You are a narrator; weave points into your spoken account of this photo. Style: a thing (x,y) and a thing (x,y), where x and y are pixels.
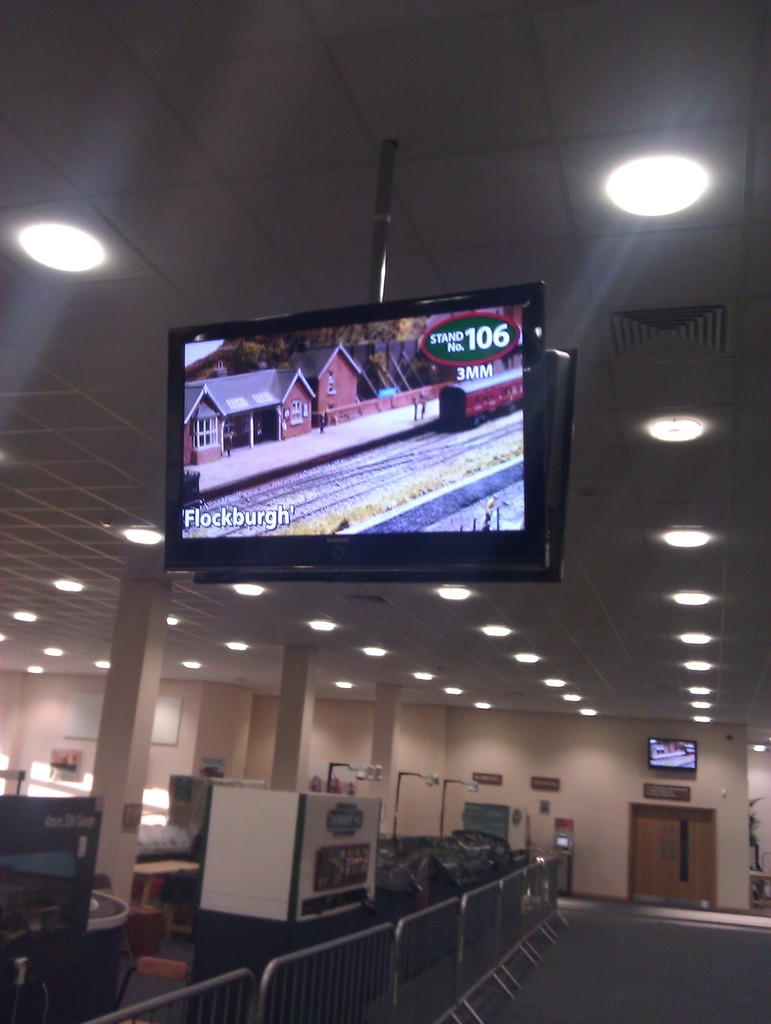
In the center of the image (332,573) there are two TVs (445,485). There are railings (405,958). At the bottom of the image (641,1003) there is a mat (645,965). On the left side of the image (239,886) there are few objects (261,796). In the background of the image (660,839) there is a door (674,843). There is a TV (656,763) and there are name boards (492,778) on the wall (545,744). On top of the image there are lights (59,266).
